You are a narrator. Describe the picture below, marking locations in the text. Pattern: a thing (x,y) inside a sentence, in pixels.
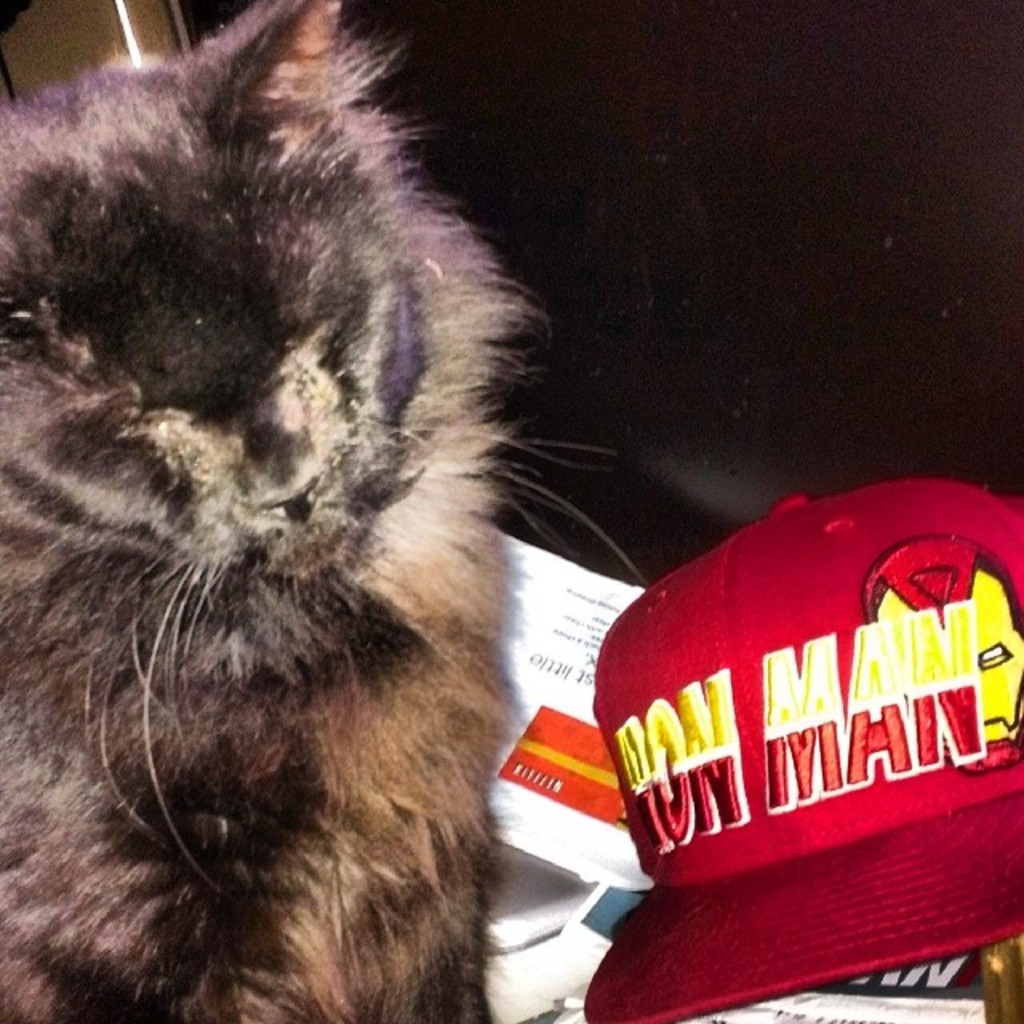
In this image, on the left side (268,243), we can see a cat (327,705). On the right side (821,612), we can see a hat (859,728) which is in red color. In the background (645,237), we can also see black color, at the bottom (554,900), we can see some books (914,1017) and papers (595,589).
